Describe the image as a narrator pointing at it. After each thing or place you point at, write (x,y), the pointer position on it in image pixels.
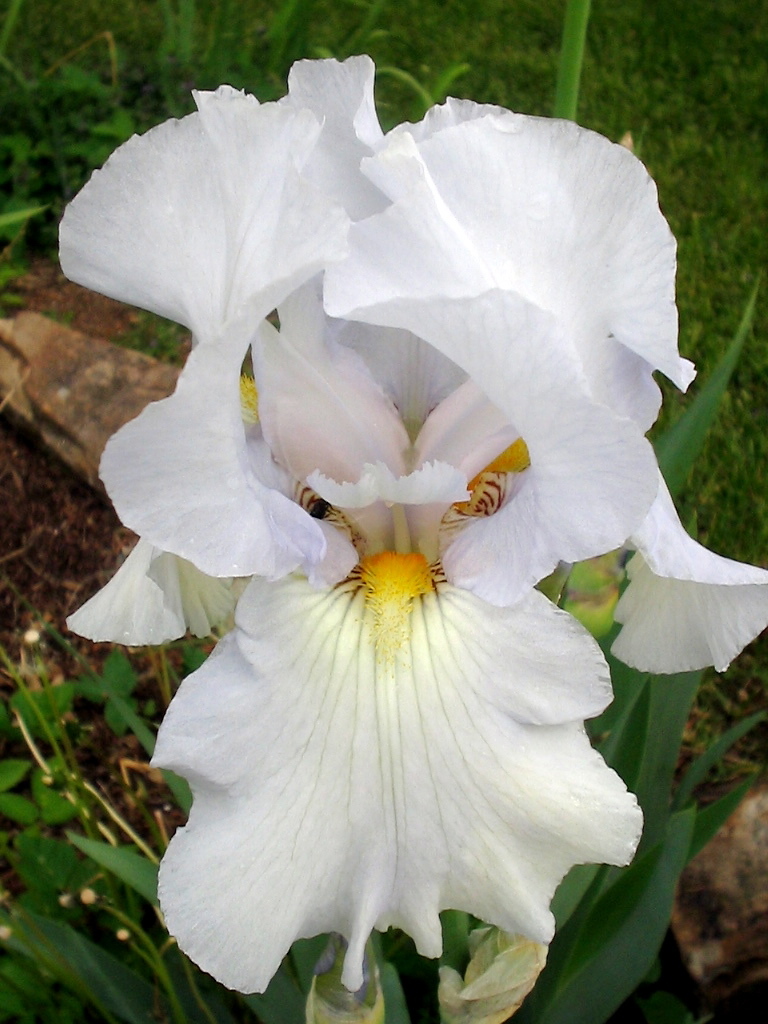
In this image I can see a flower (130,619) in white and yellow color, background (628,917) I can see few plants (595,867) in green color.
